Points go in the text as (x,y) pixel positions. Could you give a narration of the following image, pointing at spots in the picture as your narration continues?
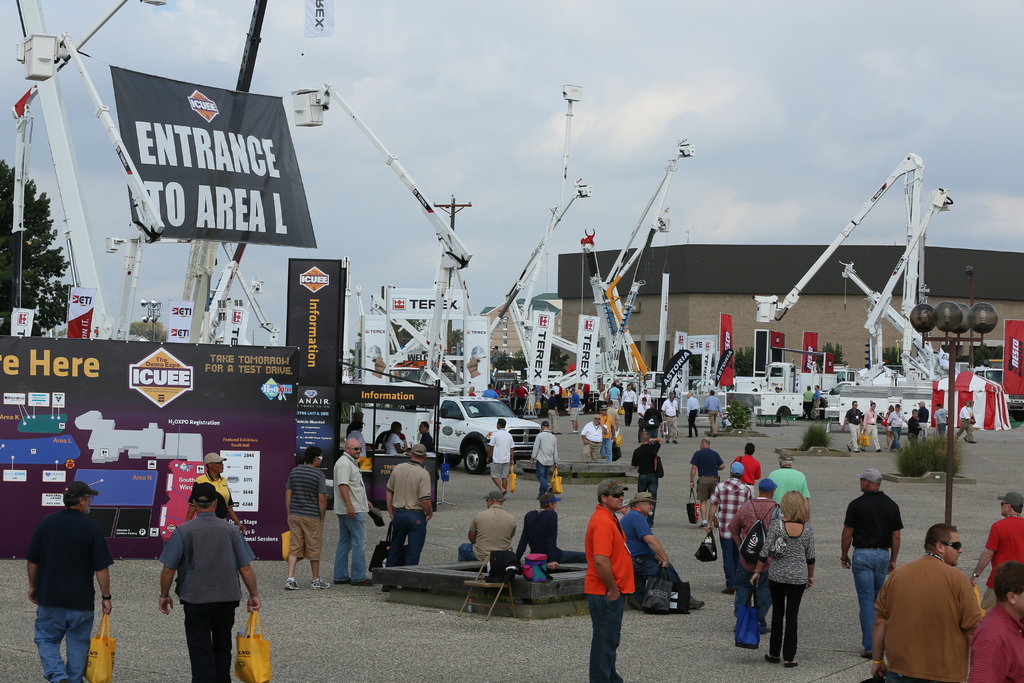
In the image on the floor (810,457) there are many people (643,577). And there are posters (255,413), pole (954,376) with lamps (980,307), vehicles (449,421), flags (540,347) which are in white and red color. In the background (922,294) there are many white color cranes (912,372). Behind those cranes (636,257) there are buildings (942,277). And also in the background (38,264) there are trees (59,258). At the top of the image (706,57) there is a sky (669,89) with clouds (522,80).
